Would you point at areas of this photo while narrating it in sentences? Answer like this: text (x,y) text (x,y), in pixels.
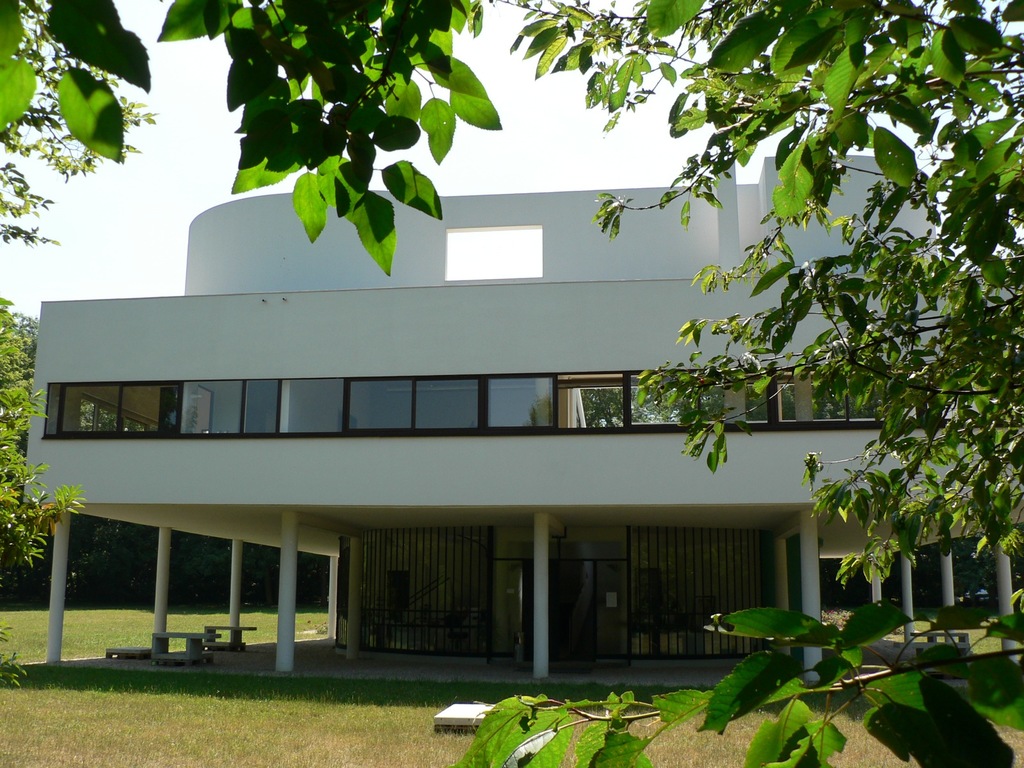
In the picture we can see a building (186,494) which is white in color with pillars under it and around the building (186,522) we can see grass surface (154,716) and besides the building (73,401) we can see plants (490,723) and in the background (32,345) we can see trees (32,345) and the sky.
